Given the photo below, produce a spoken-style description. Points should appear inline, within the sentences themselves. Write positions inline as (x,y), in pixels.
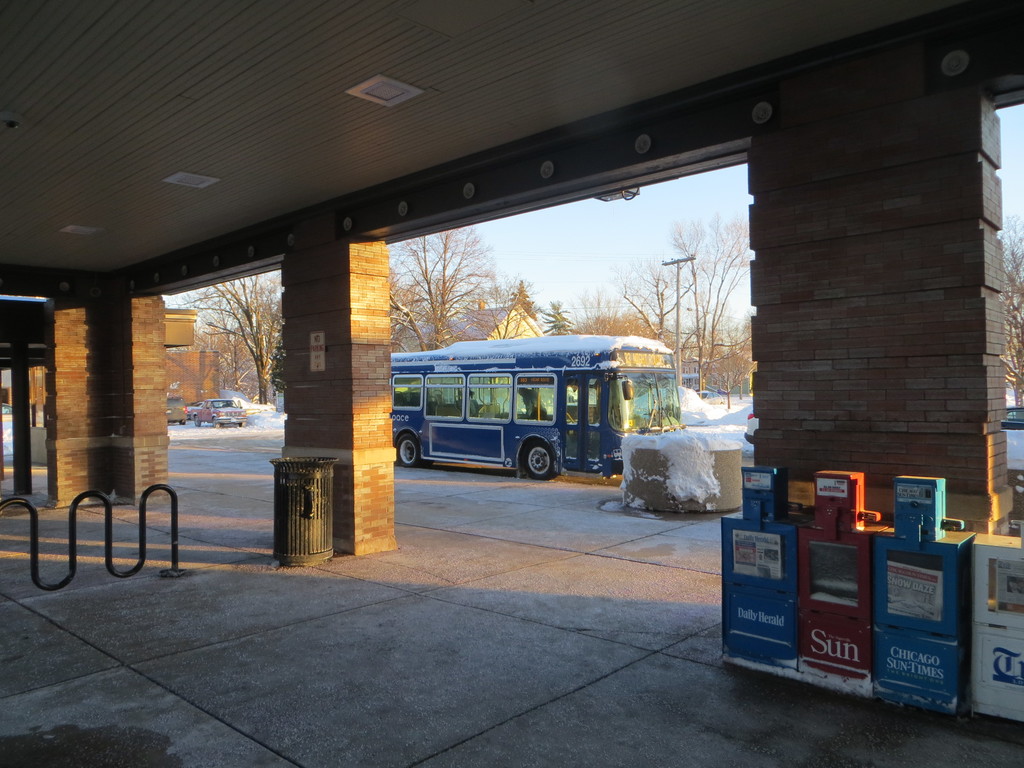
In this picture we can see few boxes (816,572) and a dustbin (305,495), in the background (561,317) we can see snow (664,445), few vehicles (533,390), pole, trees (655,274) and few buildings (212,359).
